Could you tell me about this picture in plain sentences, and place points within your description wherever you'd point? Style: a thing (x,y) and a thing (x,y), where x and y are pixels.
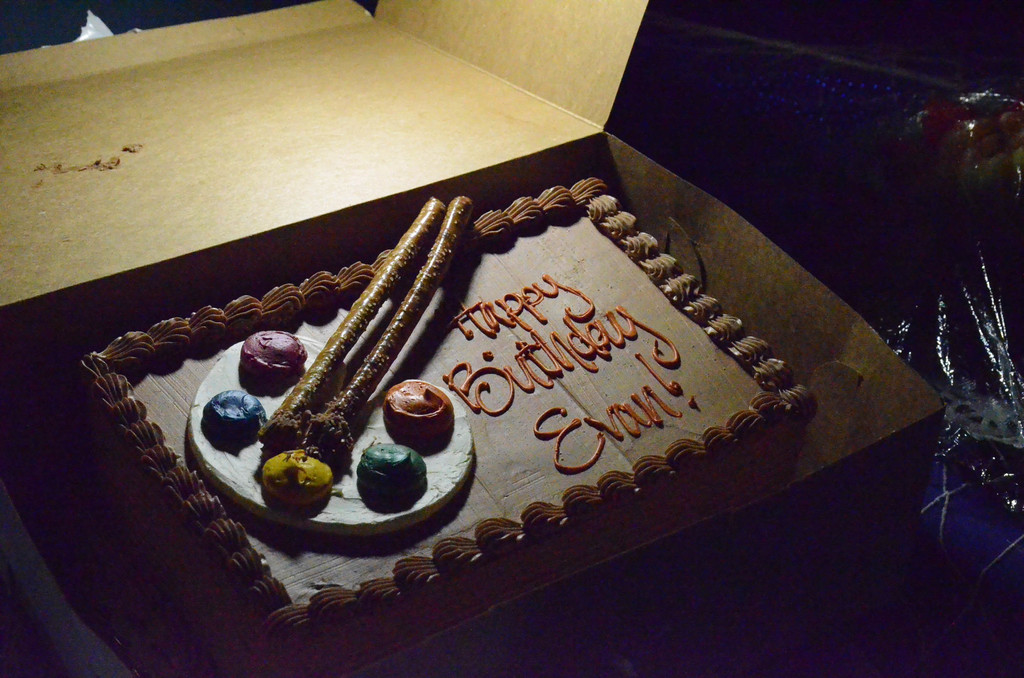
In this image I can see a cake (464,399) in a box (492,186). On the cake (512,330) I can see something written on it.
